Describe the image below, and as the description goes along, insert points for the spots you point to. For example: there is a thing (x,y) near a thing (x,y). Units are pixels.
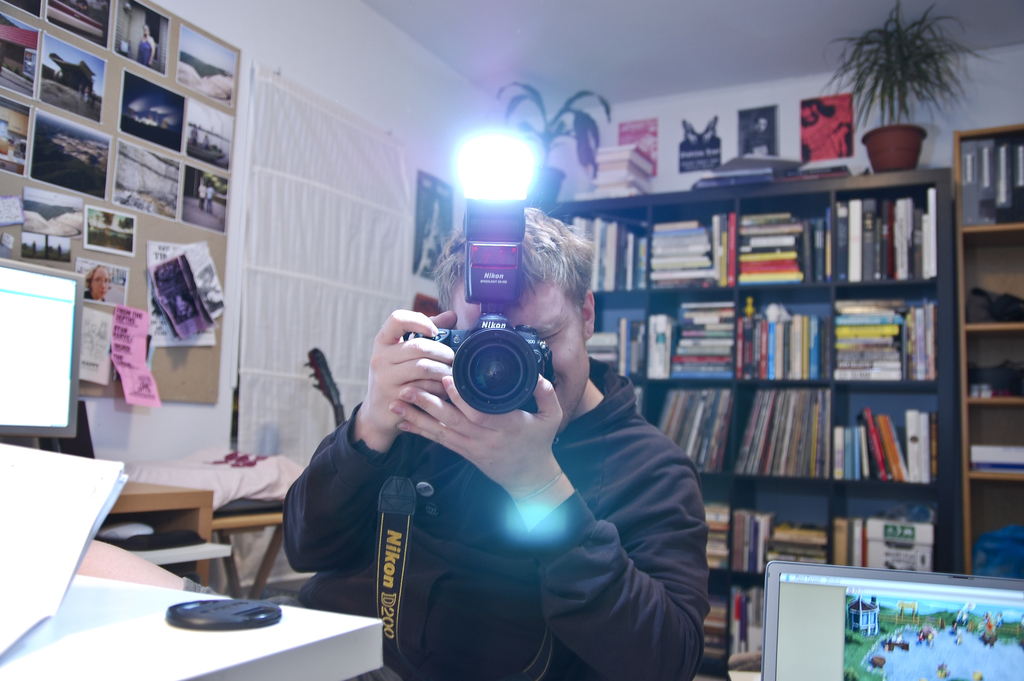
This picture is taken in a room (856,654), In the middle (526,451) there is a man (523,523) holding a camera (504,373) and taking a picture, In the right side (911,565) there a rack (927,288) in that some books (742,334) are placed, In the left side (321,63) there is a wall (162,259) of white color on that there are some pictures (76,143).
